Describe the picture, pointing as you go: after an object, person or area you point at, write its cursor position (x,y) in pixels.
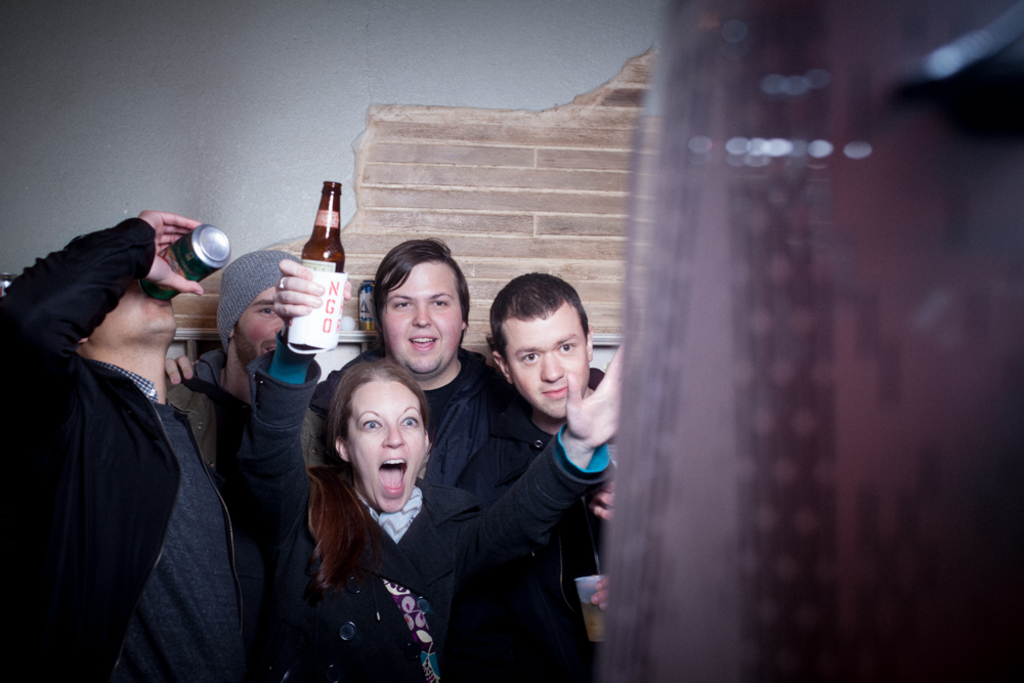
In this image we can see a group of people (486,473). In that a woman (380,554) is holding a bottle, a man (130,511) is holding a tin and the other (560,603) is holding a glass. On the right side (721,664) we can see an object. On the backside (438,139) we can see a wall (424,139).
